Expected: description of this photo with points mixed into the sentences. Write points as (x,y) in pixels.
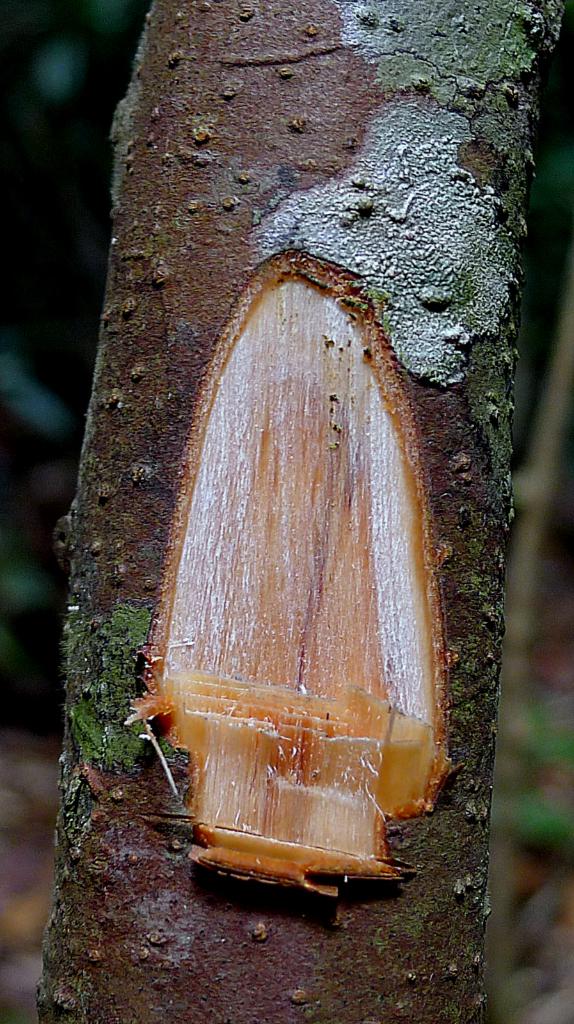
In the picture we can see a branch (412,310) of tree (463,603) on it we can see some slice (342,743) is chopped from it.
